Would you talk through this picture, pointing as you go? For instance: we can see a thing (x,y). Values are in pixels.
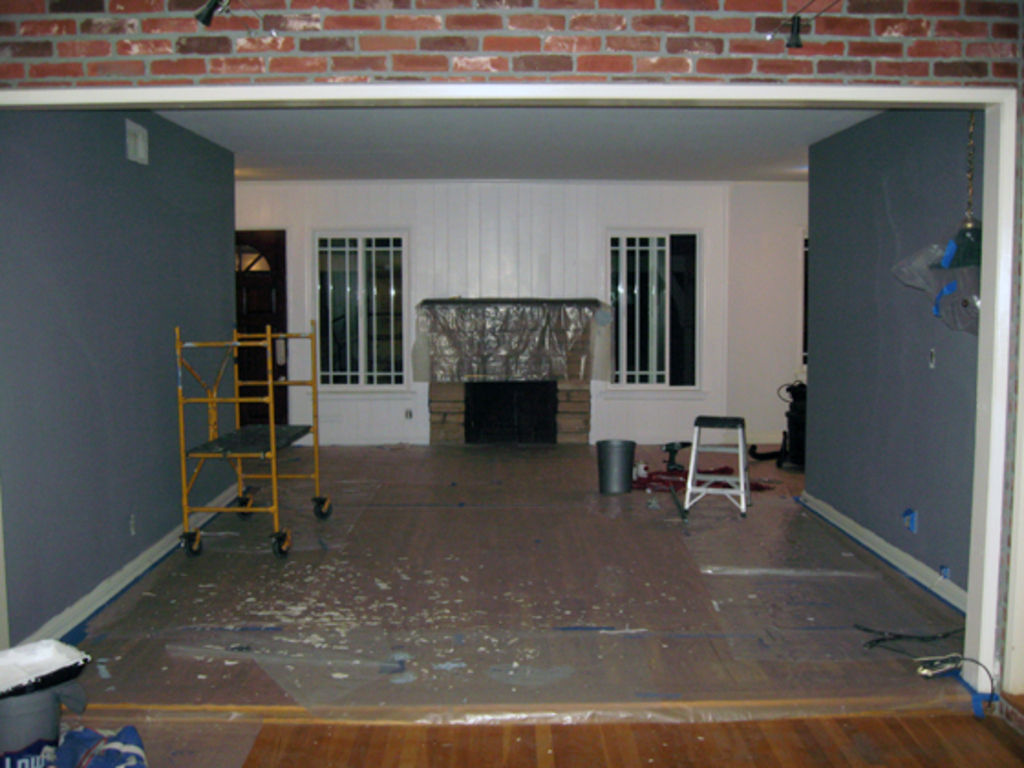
In this image I can see the interior of the room (483,612) in which I can see the floor (530,559), a metal stand (314,401), a stool (726,491), a bucket (620,455), a fireplace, few walls (515,217), few windows (641,290), the door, the ceiling (510,174) and few other objects (11,717).
